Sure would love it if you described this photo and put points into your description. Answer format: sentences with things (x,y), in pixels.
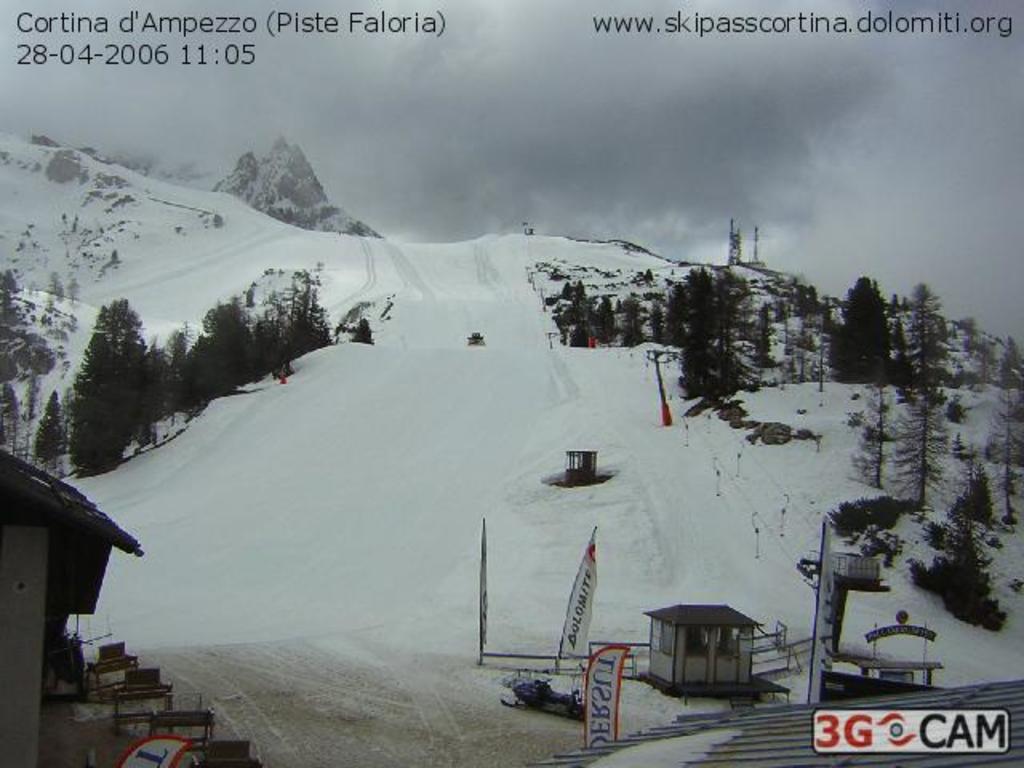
There is snow (387,415). On the sides there are trees (681,305). Also there are poles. On the right side (711,652) there is a room (692,649). Also there are banners (827,583). On the left side (44,569) there is a house (68,551). Near to that there are some objects (152,697). In the right bottom corner (852,737) there is a watermark (907,730). At the top (738,27) something is written on the image.
